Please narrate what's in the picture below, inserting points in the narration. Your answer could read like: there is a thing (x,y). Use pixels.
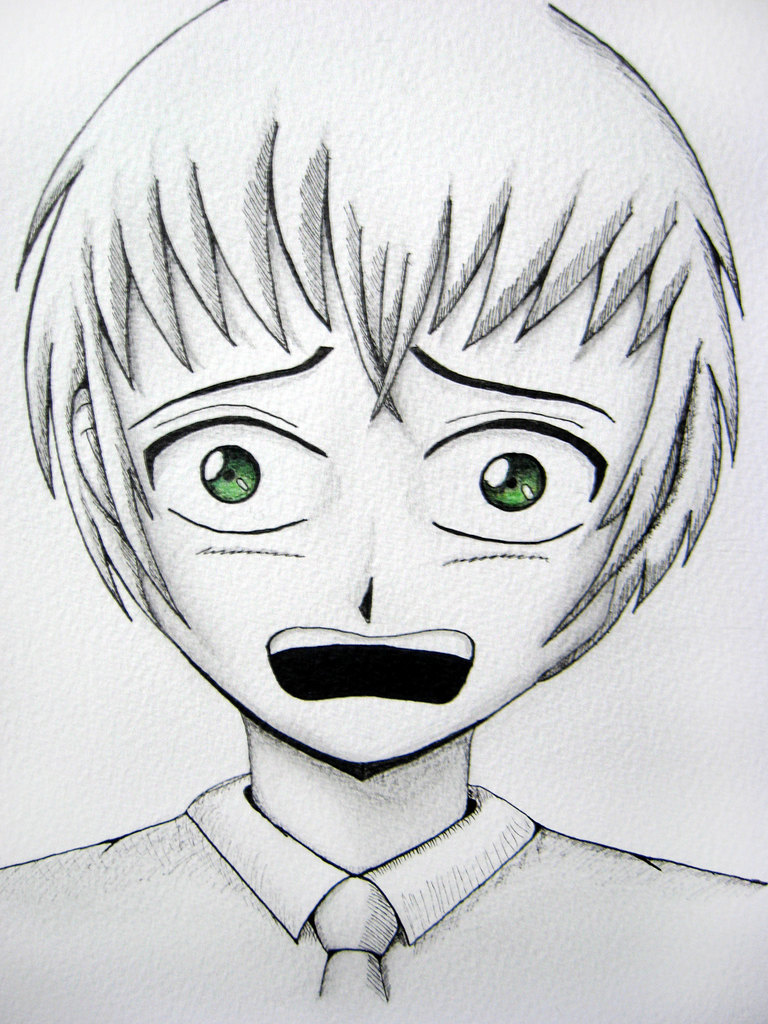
This is the picture of a sketch. In this picture there is a sketch (537,927) of a boy (521,917) and he has green eyes (541,507).
